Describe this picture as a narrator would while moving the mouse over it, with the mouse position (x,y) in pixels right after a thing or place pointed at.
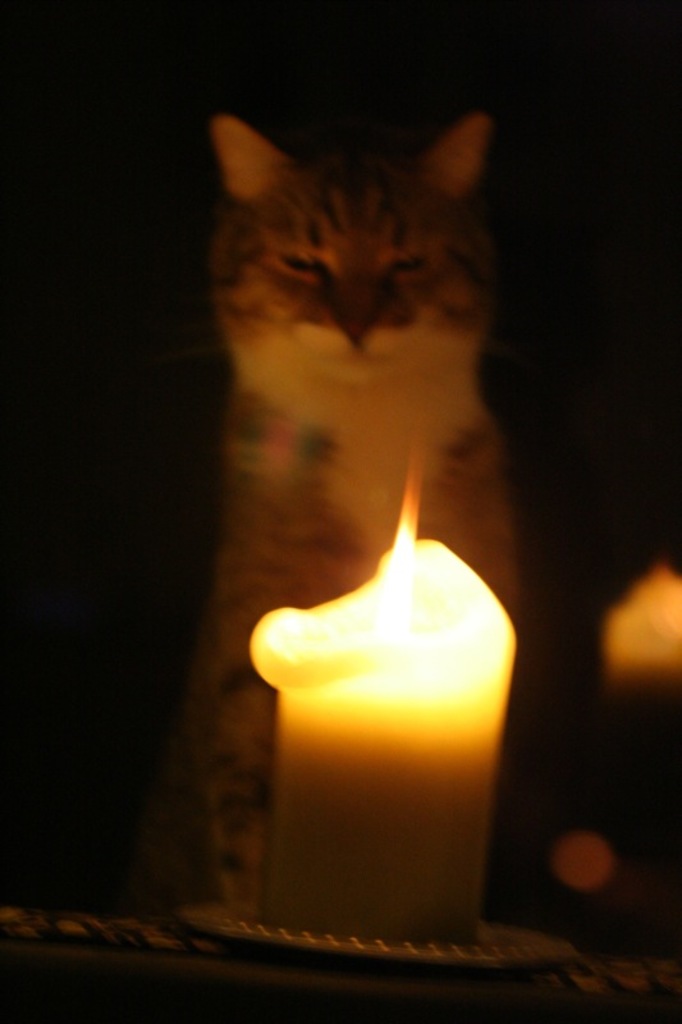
In this image I can see a plate (310,931) and on it I can see a candle (308,835). Behind the candle (384,613) I can see a cat (256,347) and I can see this image is little bit in dark.
